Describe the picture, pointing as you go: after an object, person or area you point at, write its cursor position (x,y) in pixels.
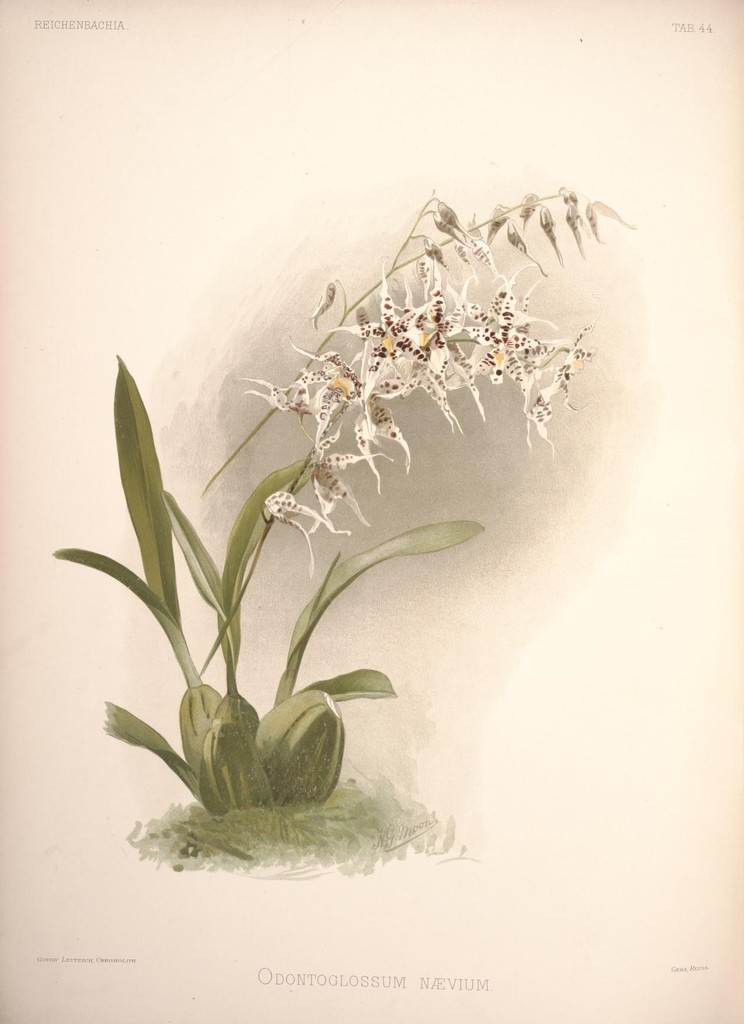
We can see painting (260,596) of plant (444,224) and flowers (449,216). We can see text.
